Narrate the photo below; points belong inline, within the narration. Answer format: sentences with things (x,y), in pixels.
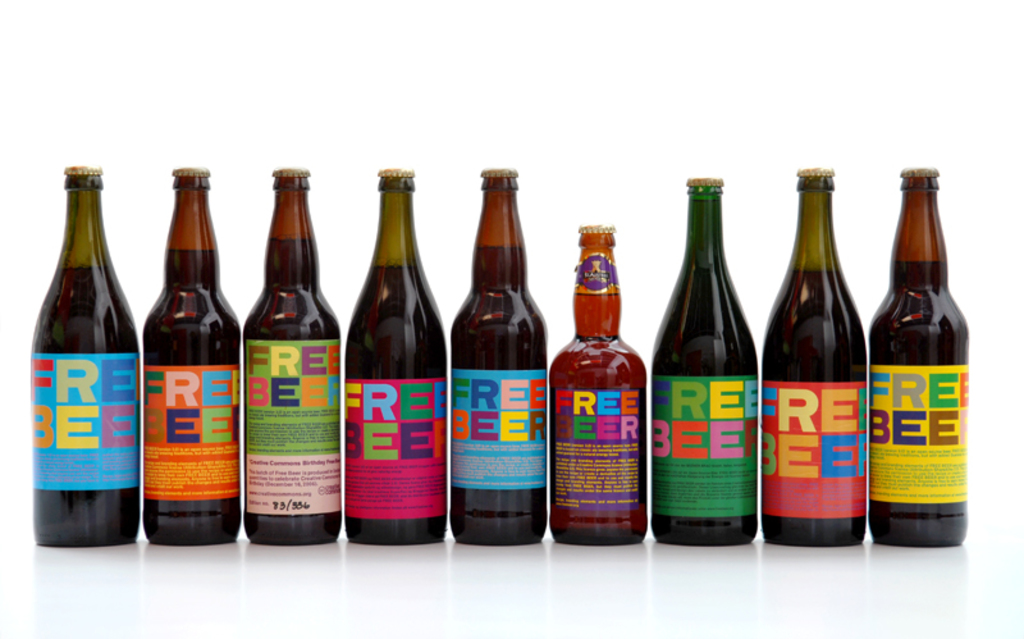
In this picture there are different types of beer bottles (581,281).
